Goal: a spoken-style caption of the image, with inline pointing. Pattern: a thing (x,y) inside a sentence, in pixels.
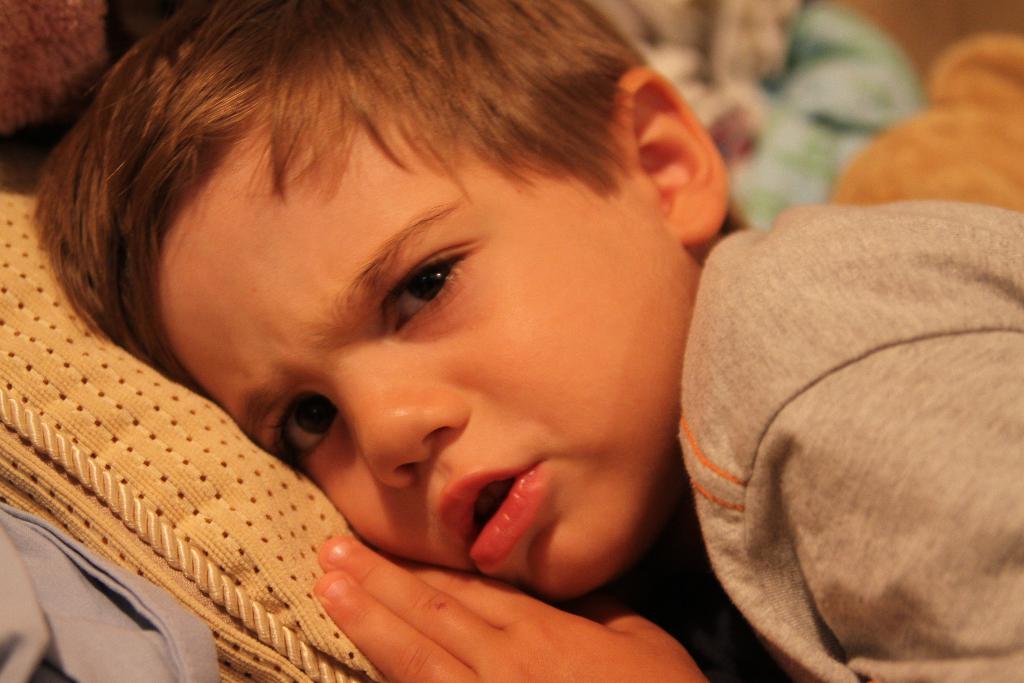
Here we can see a kid (683,535) laying on the cloth (182,498). And there is a blur background (819,132).
